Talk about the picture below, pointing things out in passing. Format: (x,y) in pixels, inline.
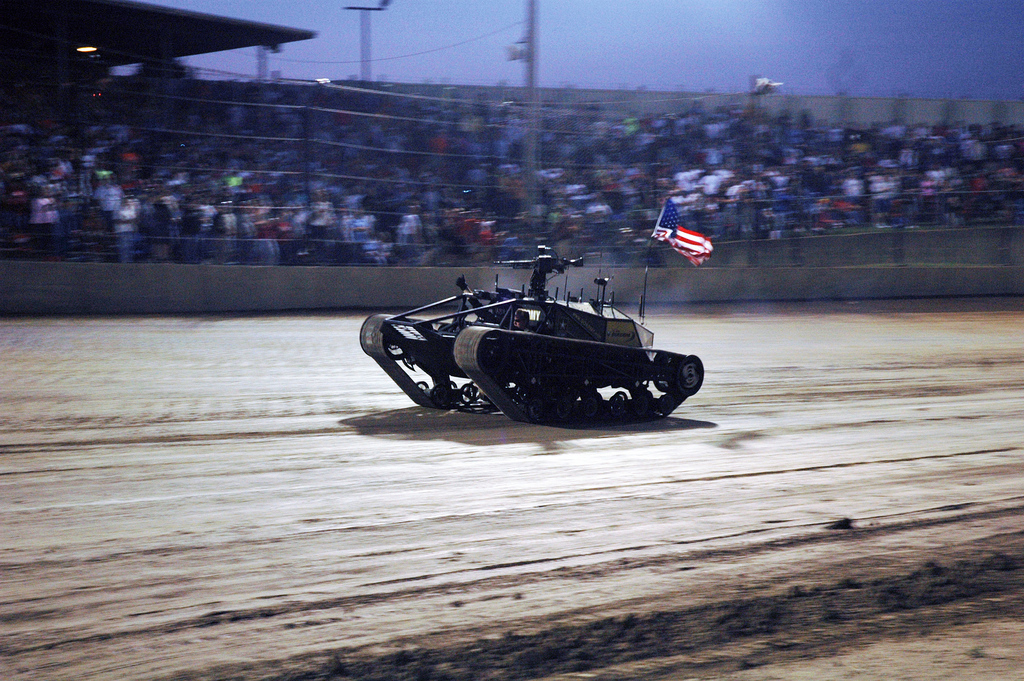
There is one army tanker (490,321) present in the ground (753,469) as we can see at the bottom of this image (546,538), and there is a crowd (162,228) in the background (318,179), and there is a sky (659,26) at the top of this image (626,30). We can see there is a flag (678,224) on a tanker (594,320).
